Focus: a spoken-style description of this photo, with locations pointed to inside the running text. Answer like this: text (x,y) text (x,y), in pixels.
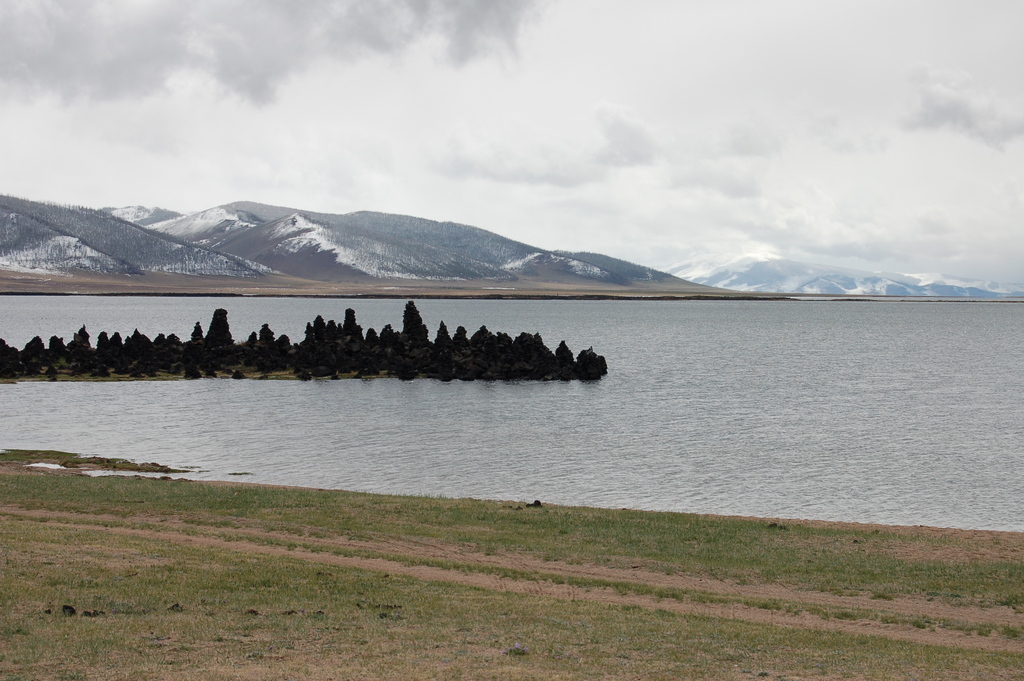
In this image there is a lake (815,421) with rocks (405,369) in the middle (434,365) at the back (117,239) there are mountains (102,232).
